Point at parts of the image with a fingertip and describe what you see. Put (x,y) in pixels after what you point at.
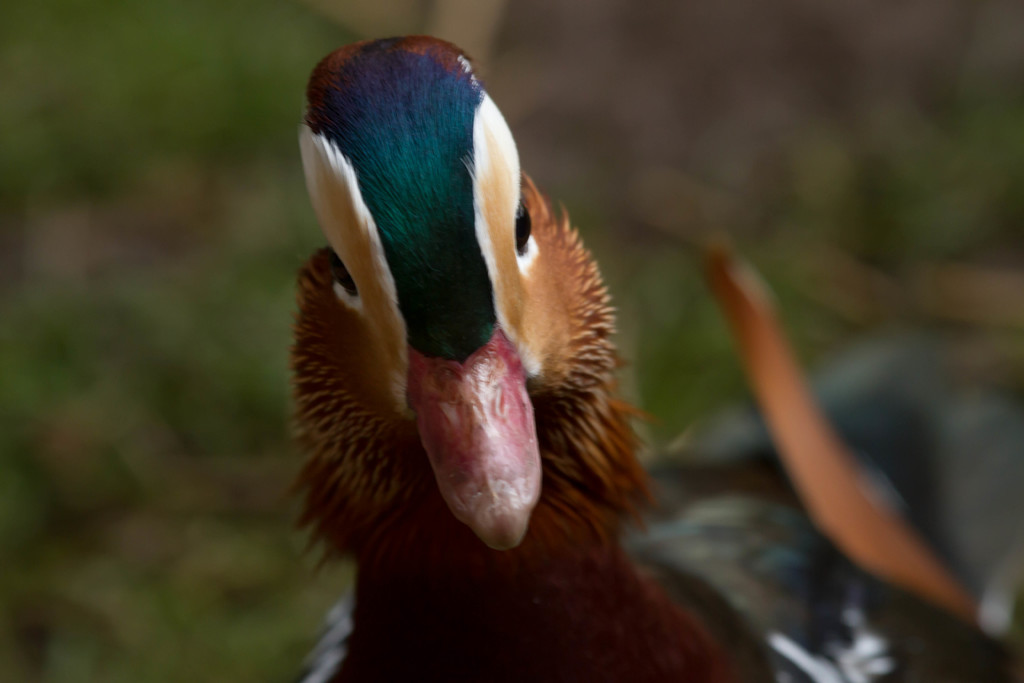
In front of the image there is a duck (459,447) and the background of the image (953,96) is blur.
